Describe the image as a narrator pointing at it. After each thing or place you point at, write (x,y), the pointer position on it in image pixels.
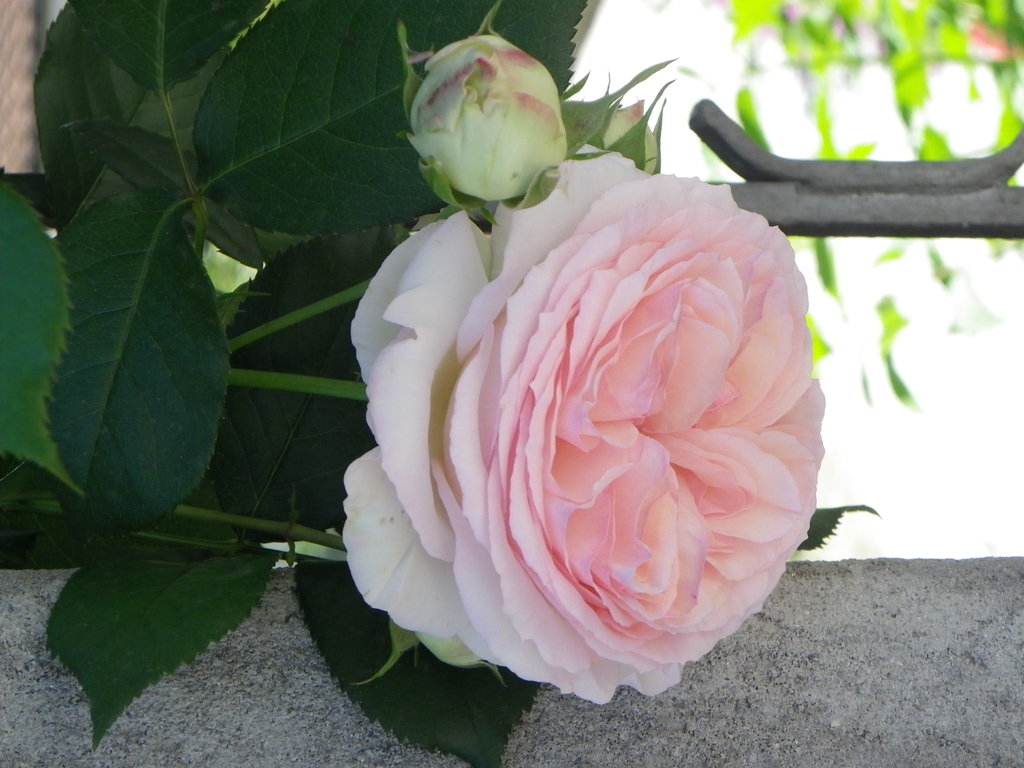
In this picture there is a flower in the center of the image (464,378).
